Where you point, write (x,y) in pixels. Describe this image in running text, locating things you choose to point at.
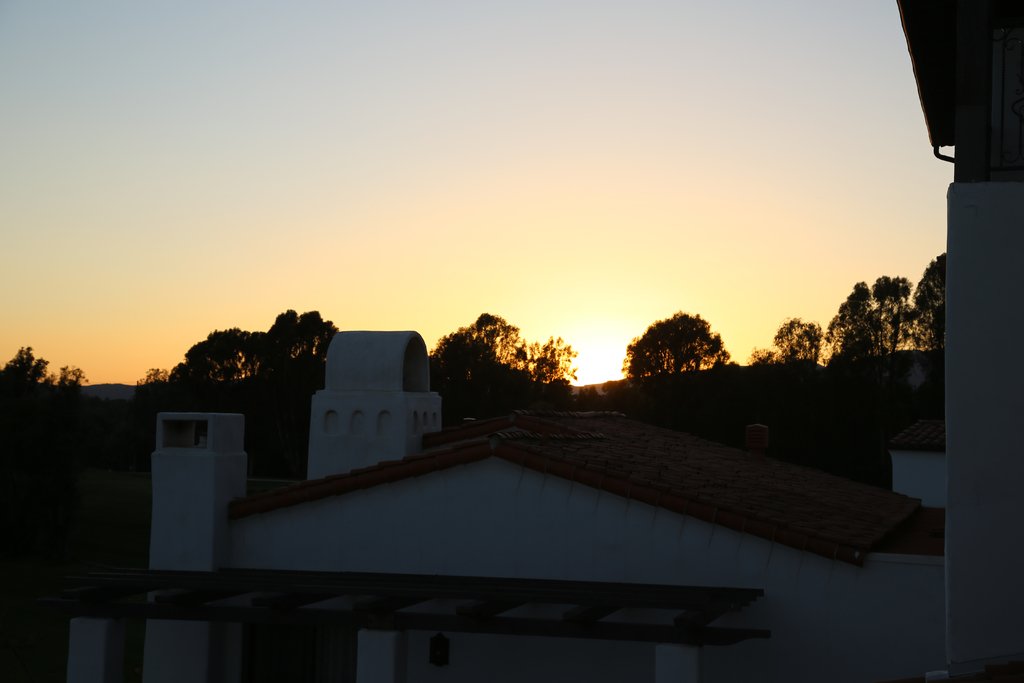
In the picture I can see buildings (778,564). In the background (150,425) I can see trees (494,386), the sky (606,323) and the sun (596,361).
